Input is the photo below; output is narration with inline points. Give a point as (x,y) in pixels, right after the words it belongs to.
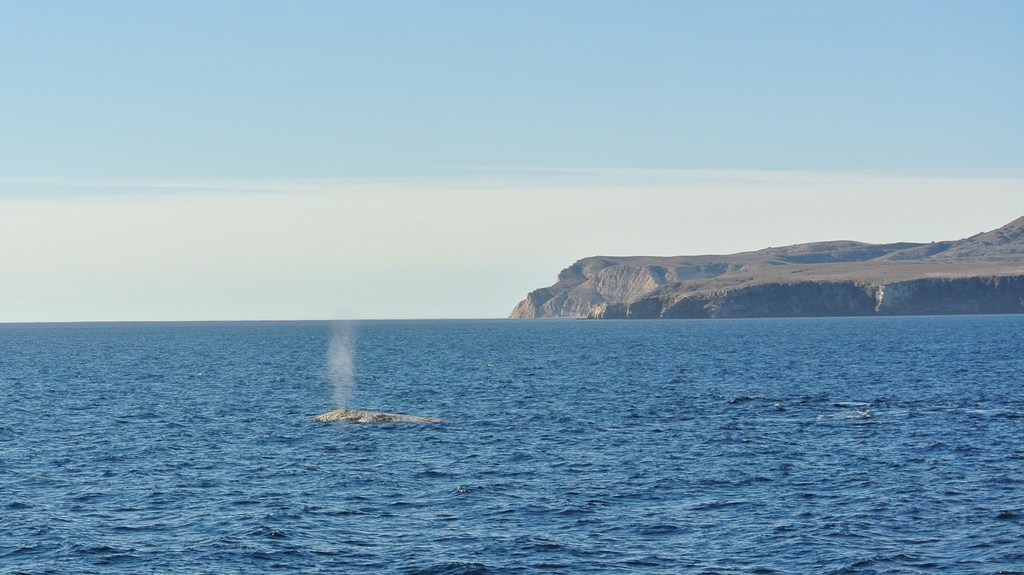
In this picture we can see water (673,495) at the bottom (664,477), in the background (632,282) there is a hill (615,282), we can see the sky (537,131) at the top of the picture (467,101).
